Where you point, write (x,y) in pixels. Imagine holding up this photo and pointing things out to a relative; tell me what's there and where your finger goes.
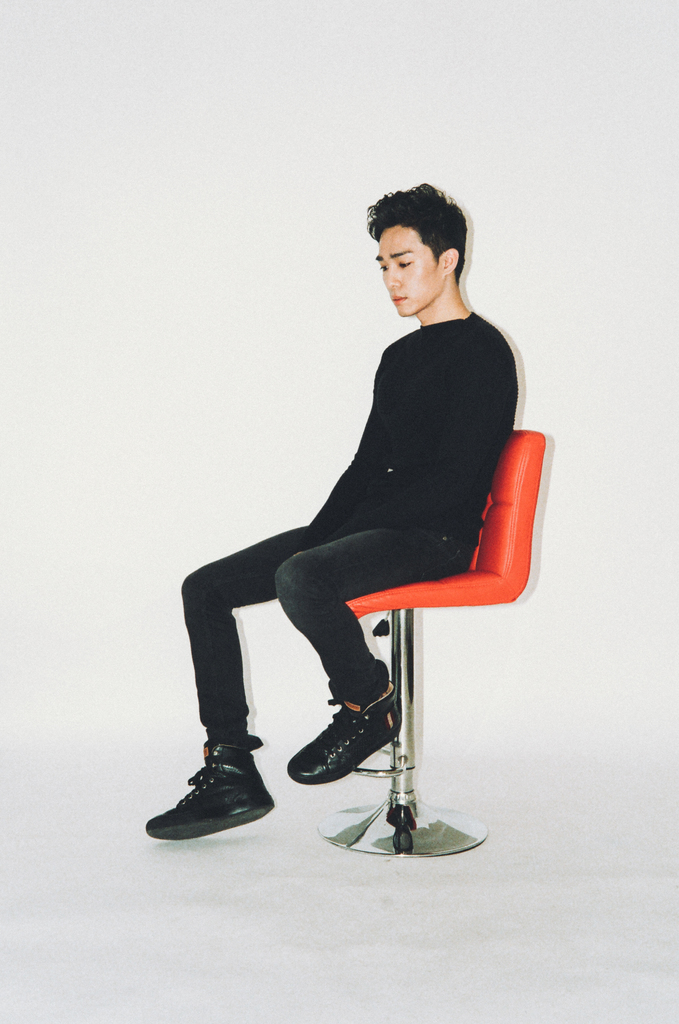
In the center of the image (410,556), we can see a person (425,511) sitting on the chair (396,597) and the background (578,761) is in white color.
